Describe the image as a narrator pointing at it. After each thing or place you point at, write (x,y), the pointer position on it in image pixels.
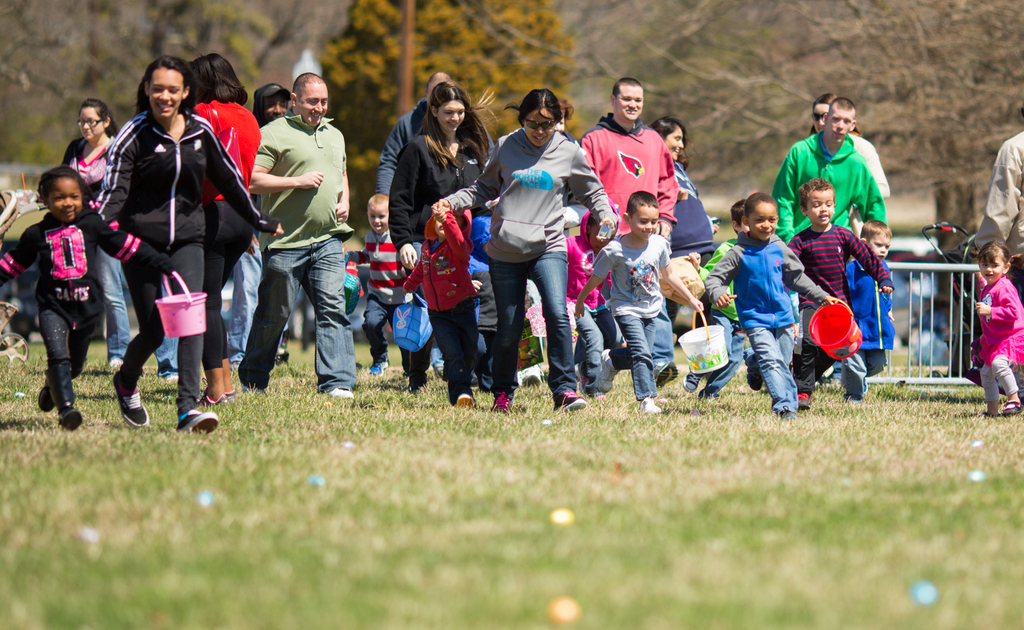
In this image, we can see kids (770,226) and people (655,193) and some are wearing coats (179,209) and some are holding buckets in their hands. In the background (447,42), there are trees (580,40), a trolley (960,252), a pole (402,49) and a railing (912,282).
